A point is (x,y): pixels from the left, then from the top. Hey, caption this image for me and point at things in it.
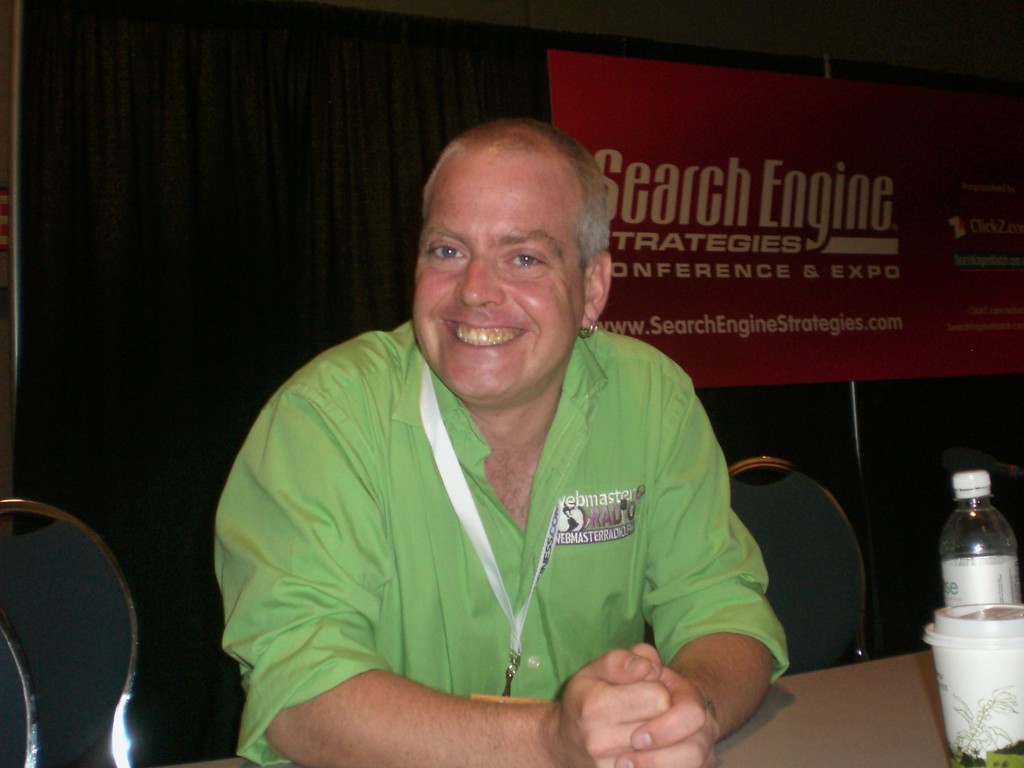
I can see a man (379,565) wearing green shirt (435,632) with a white tag (504,608) and sitting on the chair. He is smiling. This is the table (865,727) with bottle (965,492) and paper cup (984,686). At background (657,113) I can see a banner (744,117) which is red in color with some name (720,239) on it. This looks like a black cloth (257,229) hanging.
